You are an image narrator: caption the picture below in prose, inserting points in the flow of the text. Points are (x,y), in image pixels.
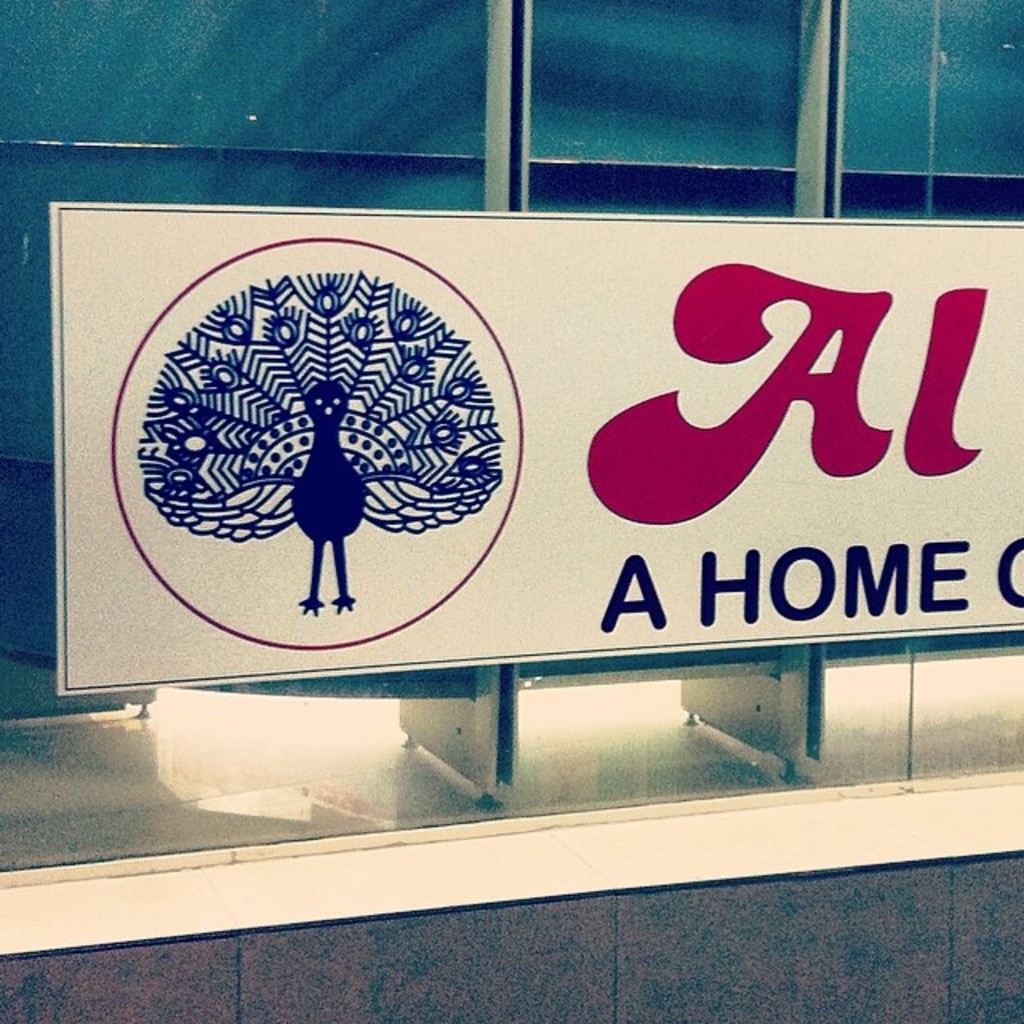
In the center of this picture (349,669) we can see the board (677,395) containing the text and the depiction (285,419) of a peacock (288,457). In the background (625,781) we can see the object (604,117) which seems to be the window (364,61) and we can see some other objects (646,807).
